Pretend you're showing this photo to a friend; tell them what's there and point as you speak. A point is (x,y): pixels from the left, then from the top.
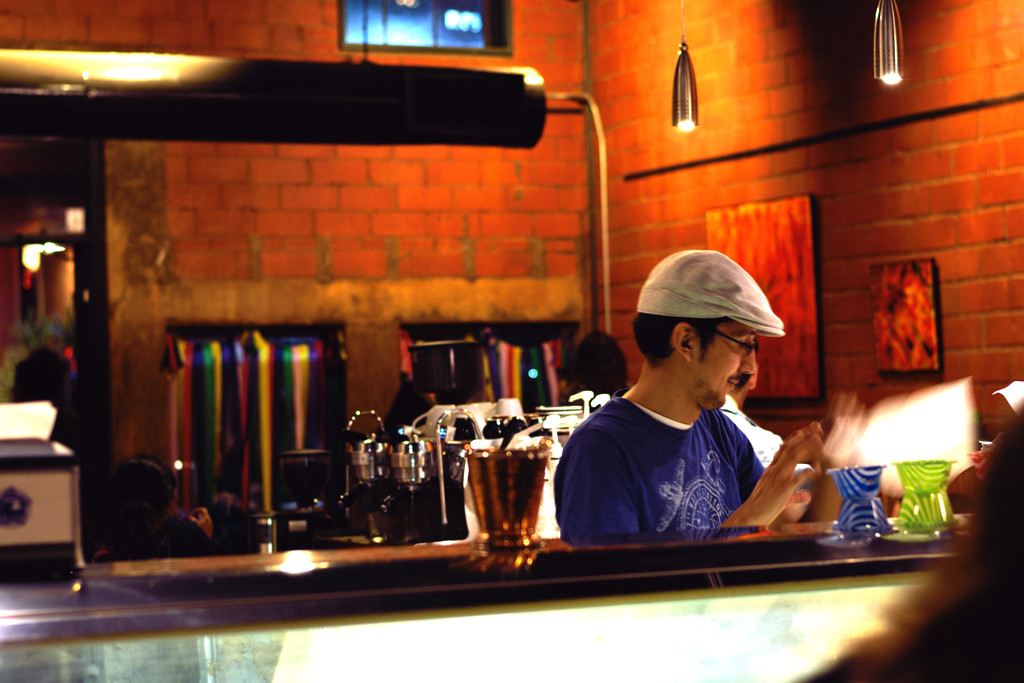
This is clicked inside a bar (84,621), there is a man (709,351) in navy blue t-shirt (714,473) and cap (707,283) standing behind a counter (739,551) with striped cups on it and behind him there are machineries (401,436) and in the back (535,227) there is brick wall (637,253) with lights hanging in the middle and pictures (795,288) to it.
